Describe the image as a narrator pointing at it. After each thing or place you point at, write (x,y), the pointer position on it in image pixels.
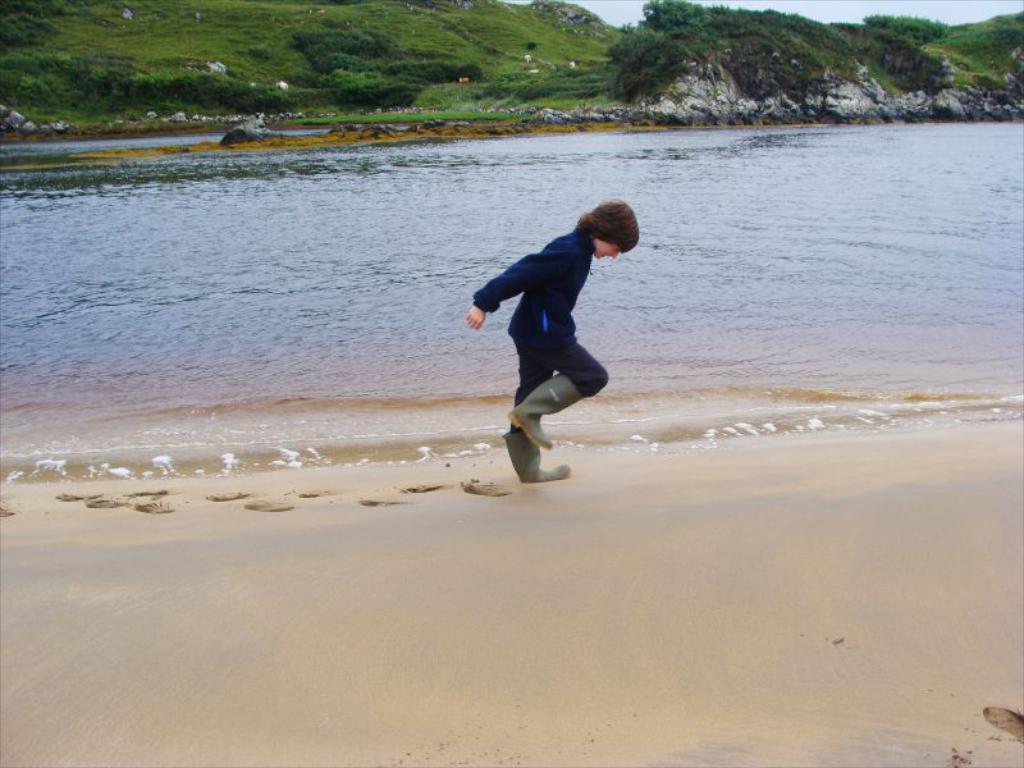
Here we can see a boy (575,287) and water (569,227). Background (1015,34) there is a grass (1001,33) and plants (720,50).
